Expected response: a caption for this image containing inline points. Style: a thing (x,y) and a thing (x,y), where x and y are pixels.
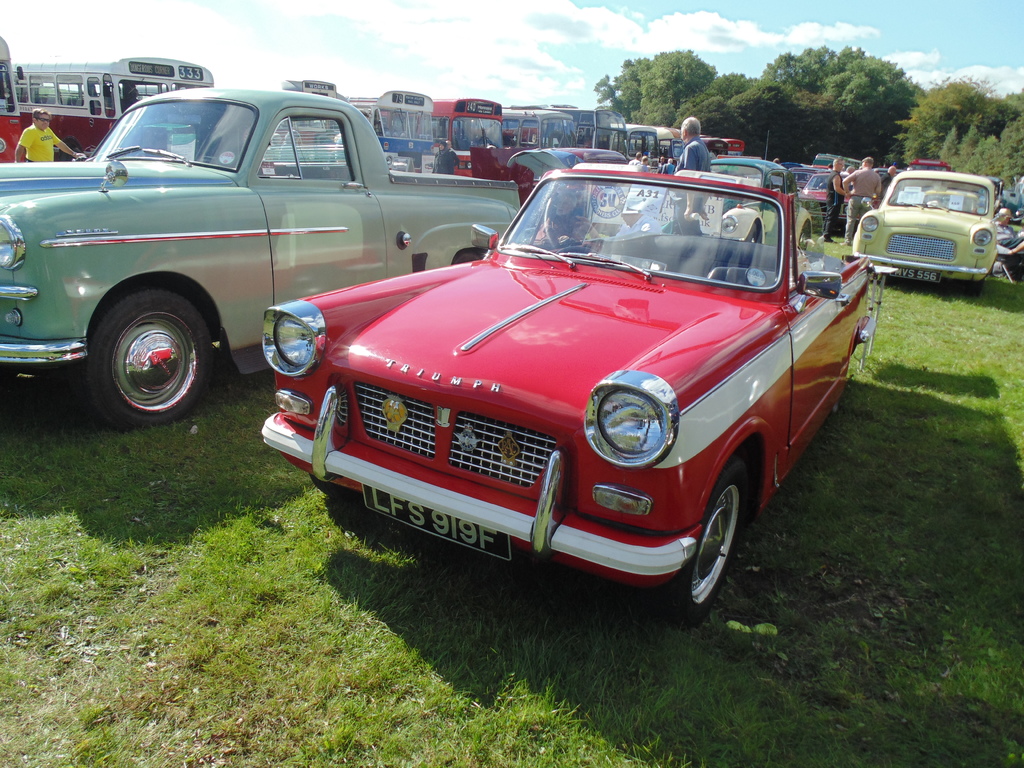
In this picture we can see vehicles (339,445) and people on the ground (203,480) and in the background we can see trees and the sky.
